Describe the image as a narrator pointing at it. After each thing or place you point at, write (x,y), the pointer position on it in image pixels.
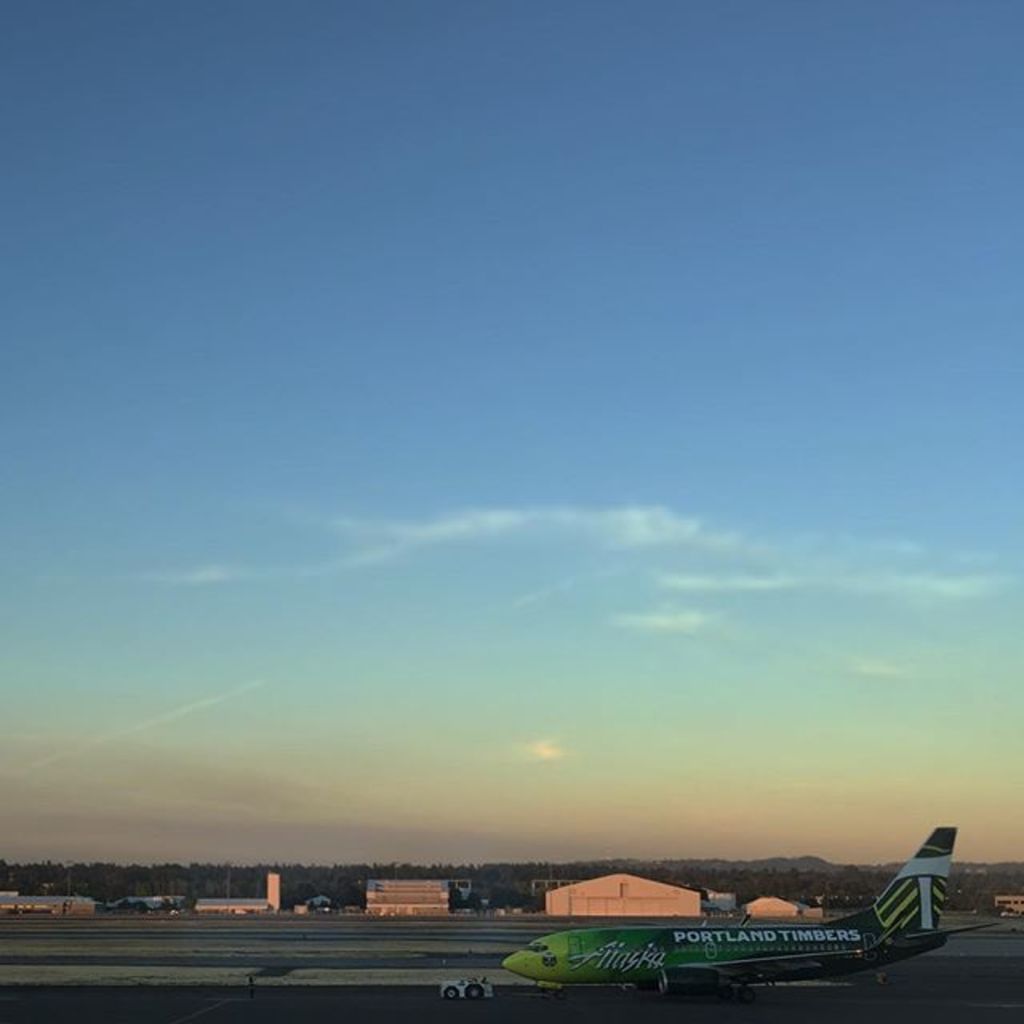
In the picture we can see a run way (978,923) on it we can see a plane (853,938) which is green in color with some advertisements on it and behind it we can see some buildings (675,898), shed (645,889) and behind it we can see full of trees (530,896), hills (810,867) and sky (519,655) with clouds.
